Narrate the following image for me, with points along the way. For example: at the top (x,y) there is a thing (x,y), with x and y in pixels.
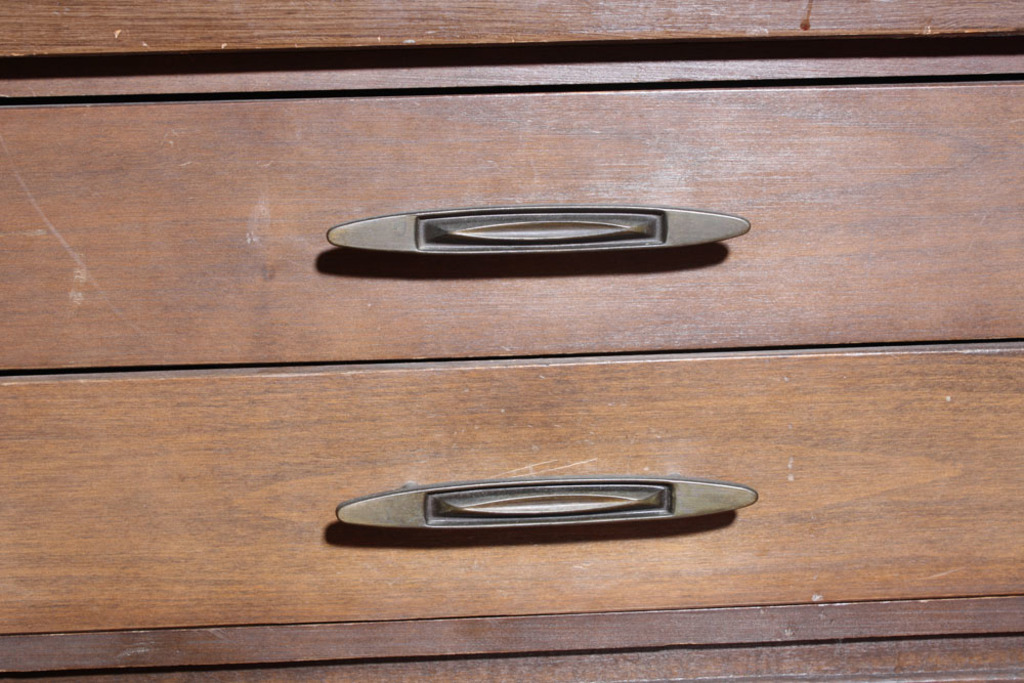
In this image we can see a cupboard (759,543) on which two handles (443,249) are placed.
